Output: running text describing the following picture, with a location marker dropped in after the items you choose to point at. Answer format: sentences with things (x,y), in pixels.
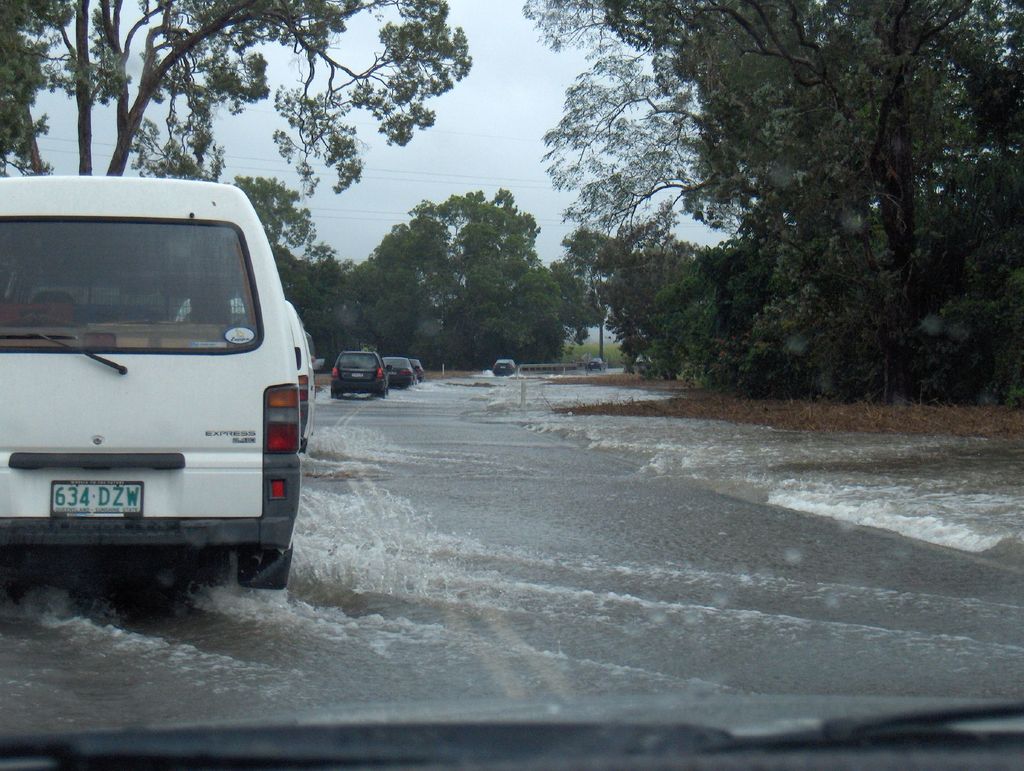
Here, we can see water (489,437) on the road (499,517), there are some cars (341,376) and there are some trees (230,71), at the top (478,116) there is a sky (524,121) which is cloudy.
